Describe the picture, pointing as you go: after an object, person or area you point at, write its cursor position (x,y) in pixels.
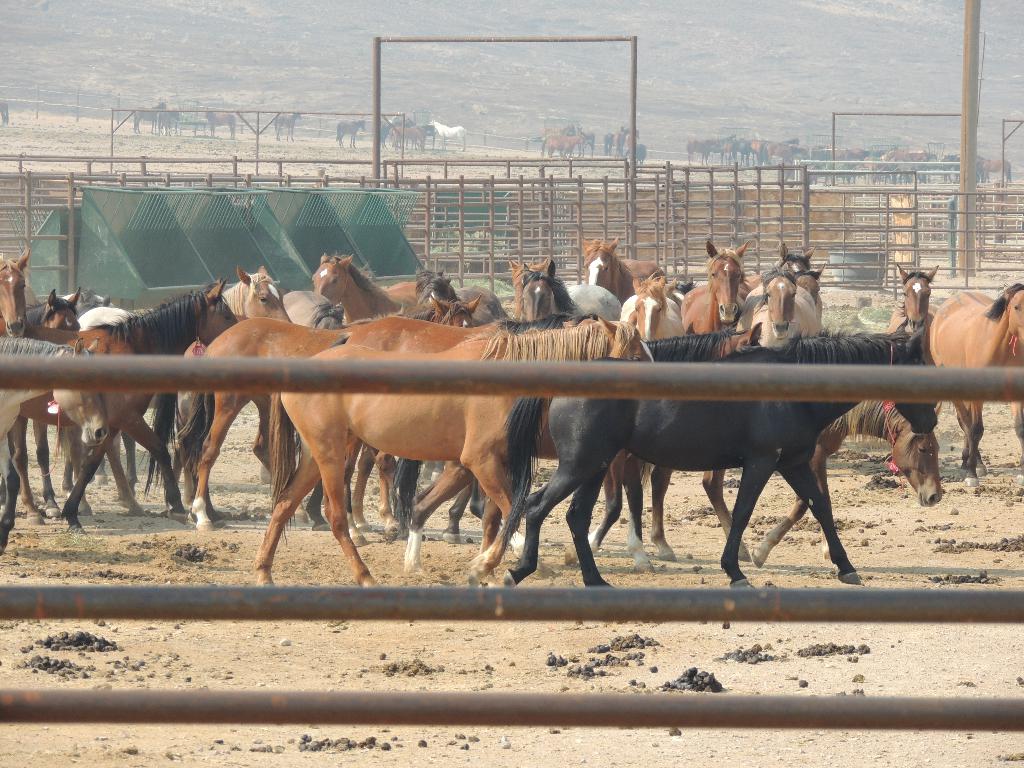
In the image we can see there are many horses (476,334) of different colors. Here we can see the fence (815,723), poles (966,75) and the background (495,92) is slightly foggy.
